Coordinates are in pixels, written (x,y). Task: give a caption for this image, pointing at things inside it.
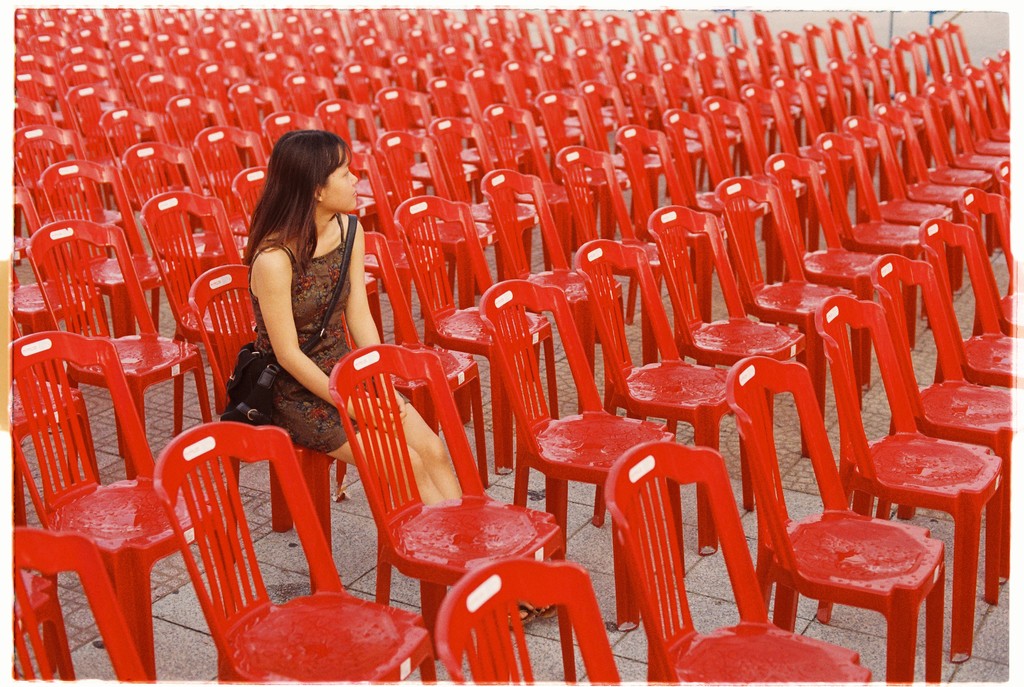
There is a woman (302,313) holding a bag (248,385) across a shoulders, sitting in the chairs (236,330). There are many red chairs (507,375) arranged in an orderly manner in this picture.
